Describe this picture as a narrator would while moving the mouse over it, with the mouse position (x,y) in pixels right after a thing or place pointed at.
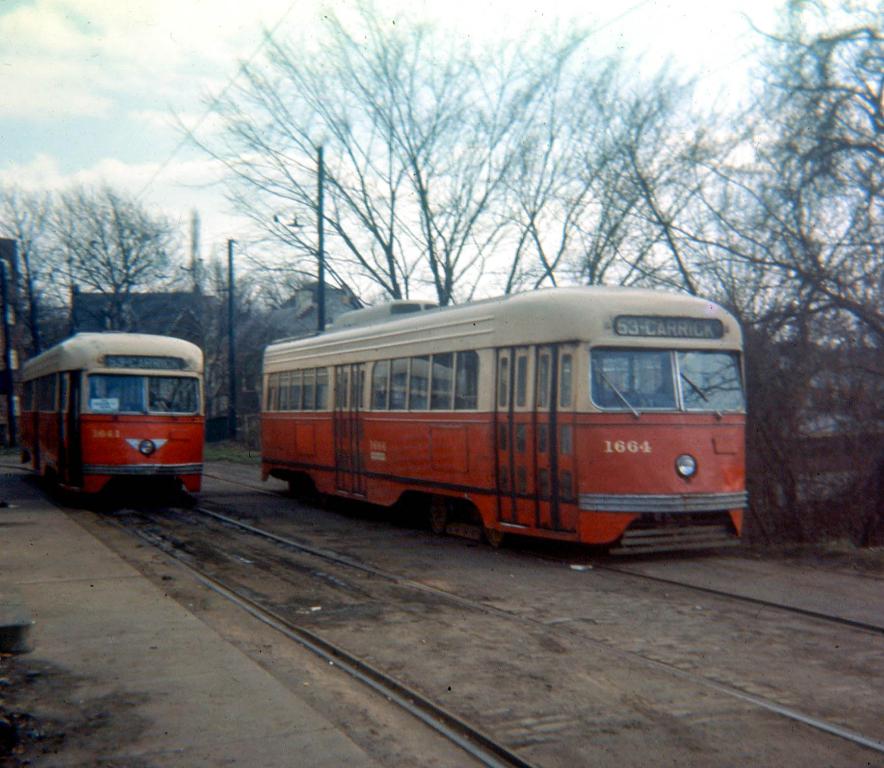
In this picture there are trains (441,417) on the right (601,415) and left side of the image (158,414) and there are trees (756,336) and poles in the background area of the image (75,248).
